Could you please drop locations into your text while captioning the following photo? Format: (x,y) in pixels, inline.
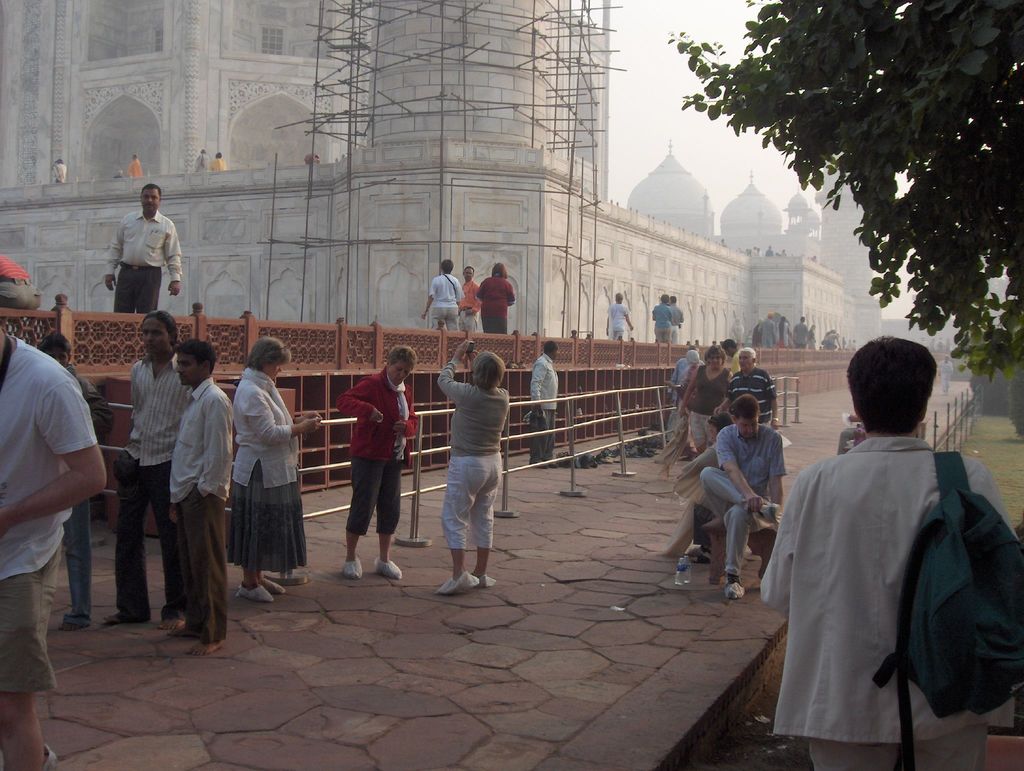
In this picture we can see a group of people (193,419), some people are sitting, some people (163,405) are standing and in the background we can see buildings (214,77), trees (917,207).
